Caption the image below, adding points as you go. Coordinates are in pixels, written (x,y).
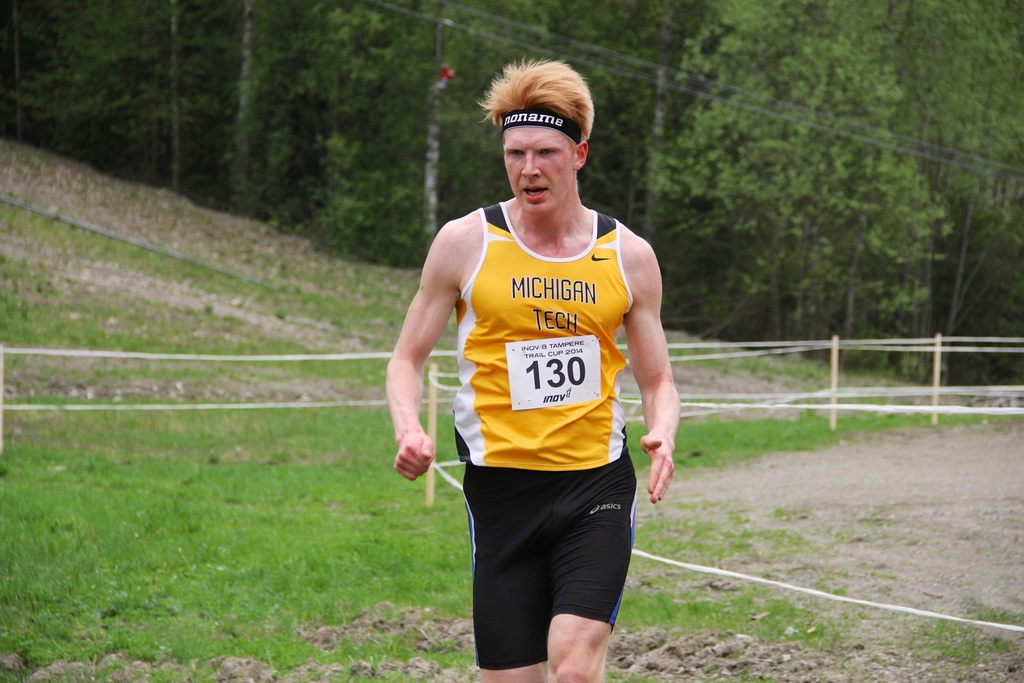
In the picture we can see a man (584,528) running on the grass surface area (790,528), he is wearing a yellow top (615,347) and a band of the head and in the background (186,347) we can see a grass surface (189,236) and trees (312,180).
